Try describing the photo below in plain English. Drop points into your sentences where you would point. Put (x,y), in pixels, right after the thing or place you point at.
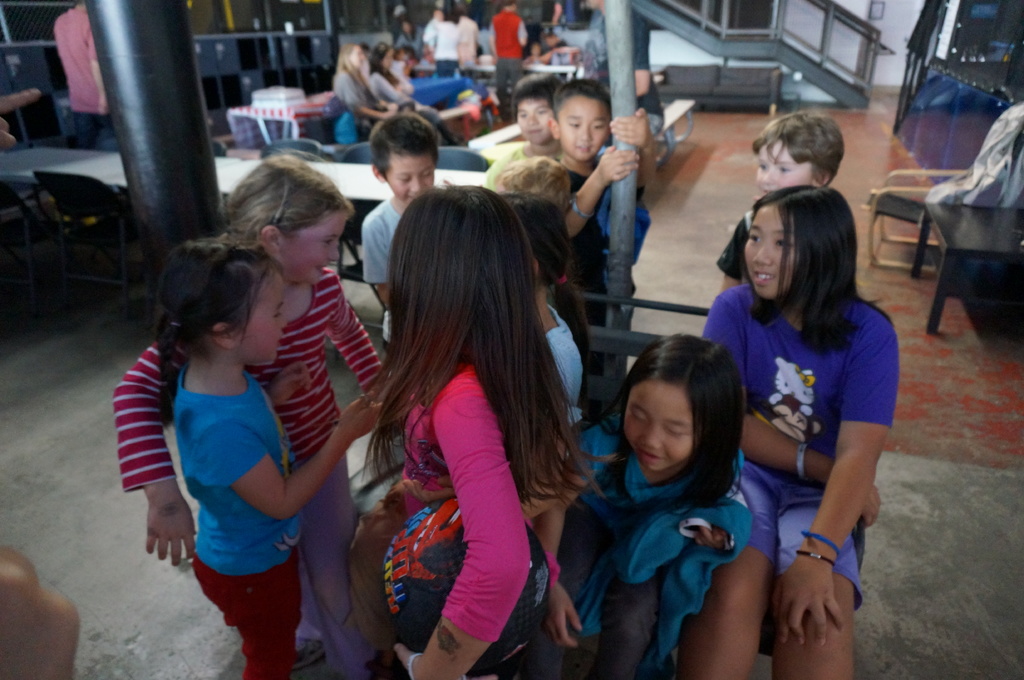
This picture consists of few children's (867,355) visible in front of pole (619,90) in the middle (528,367) and there are group of people (558,52) and tables (29,166) and benches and chairs (80,217) visible on the middle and there is a table (1001,238) and chair (887,207) visible on the right side (948,215).
